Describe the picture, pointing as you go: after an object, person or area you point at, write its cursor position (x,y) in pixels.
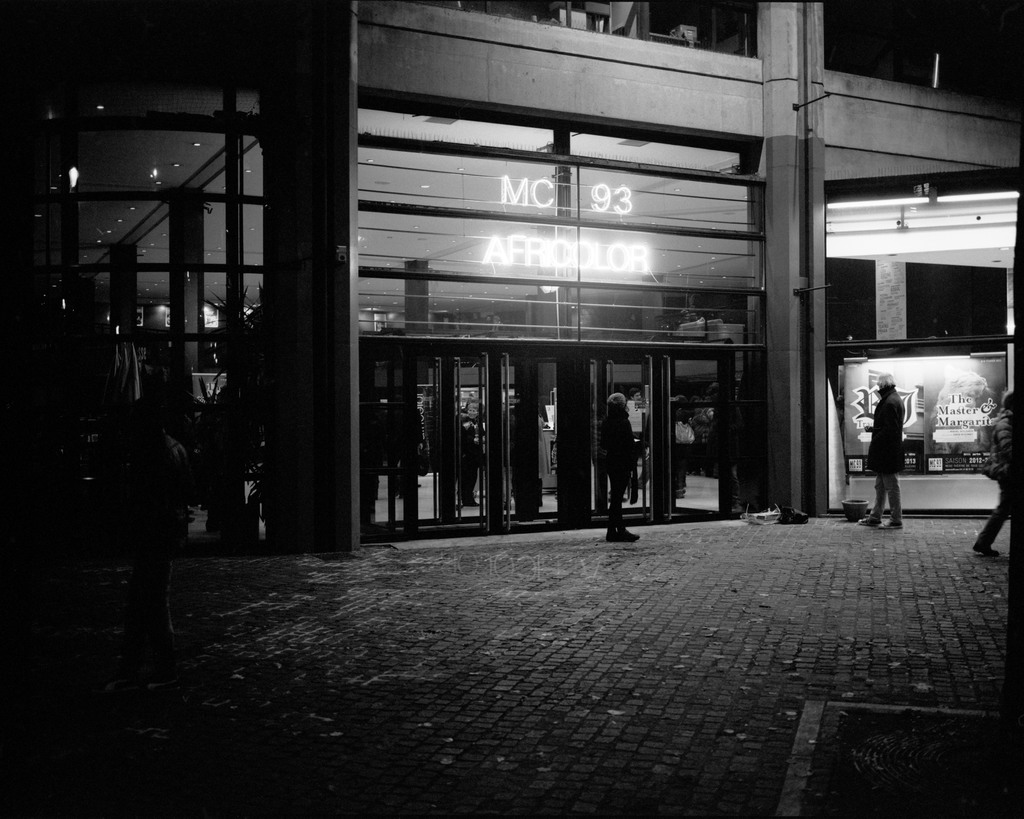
In this image in the center (557,356) there is a building (758,196), and there are glass windows (833,467) and some people (889,480) are standing and also there are some boards (870,416). On the boards (911,403) there is text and also we can see some lights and some objects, at the bottom (874,638) there is a walkway (748,668).
